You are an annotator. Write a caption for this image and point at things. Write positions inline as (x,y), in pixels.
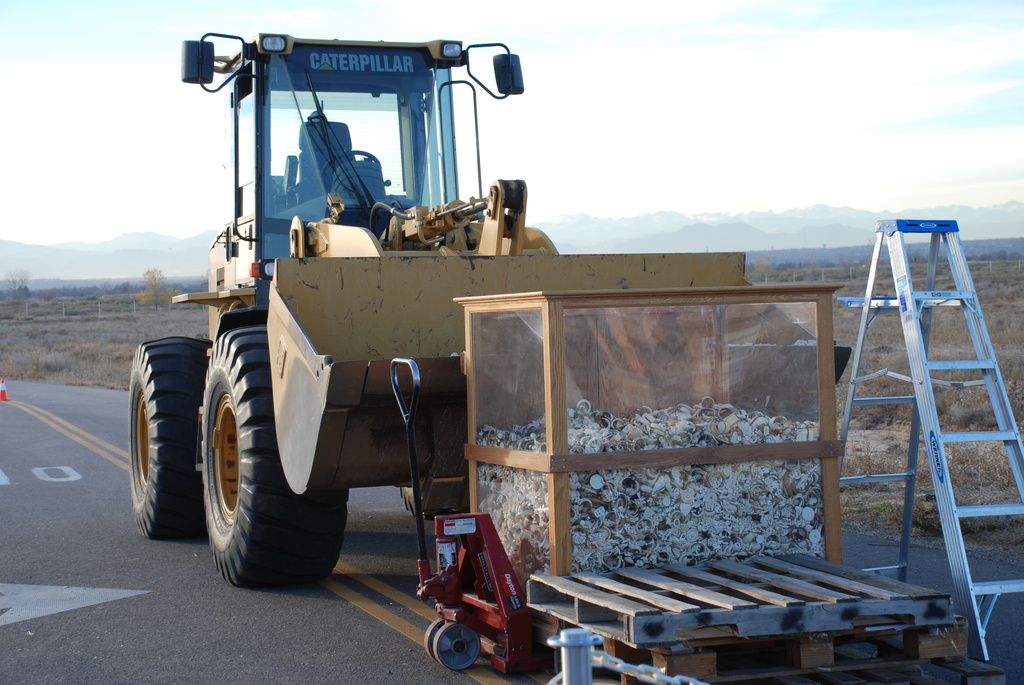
In this image we can see a vehicle (485,222) on a surface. There are few objects (407,415) in the foreground (407,415). Behind the vehicle (418,340) we can see a few trees (820,264), plants (75,327) and mountains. On the right (948,436), we can see a ladder (904,374). At the top (657,60) we can see the sky (751,137).
